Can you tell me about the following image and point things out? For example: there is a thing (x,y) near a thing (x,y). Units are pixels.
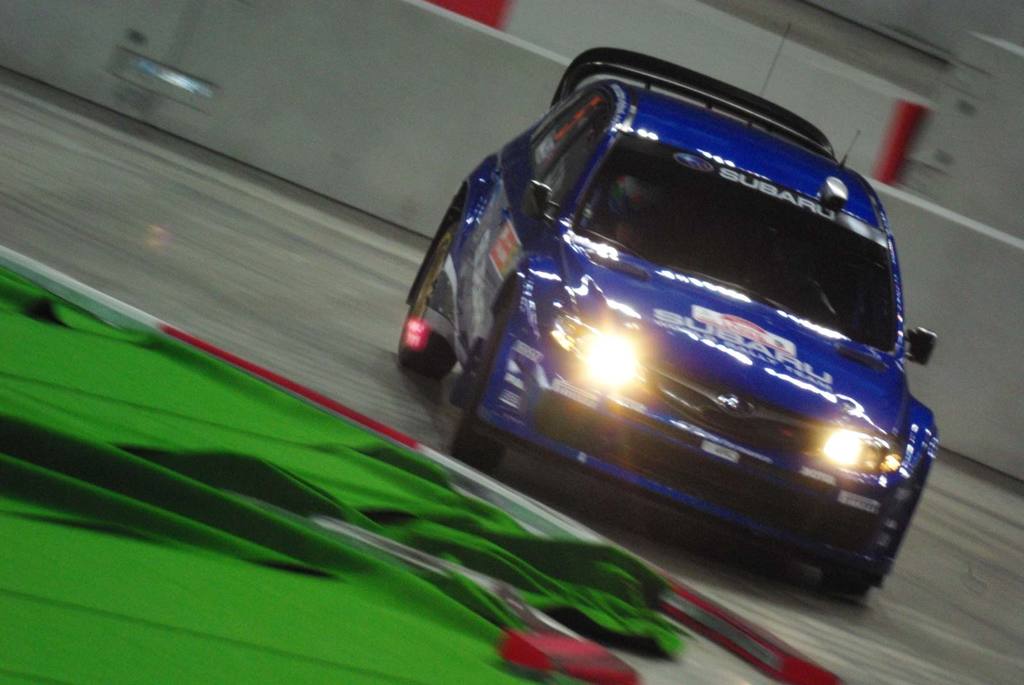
In this picture I can see a blue color car (651,354) with some text (756,338) on it and I can see a wall (436,148) in the back (934,273), it looks like a inner view of a building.
